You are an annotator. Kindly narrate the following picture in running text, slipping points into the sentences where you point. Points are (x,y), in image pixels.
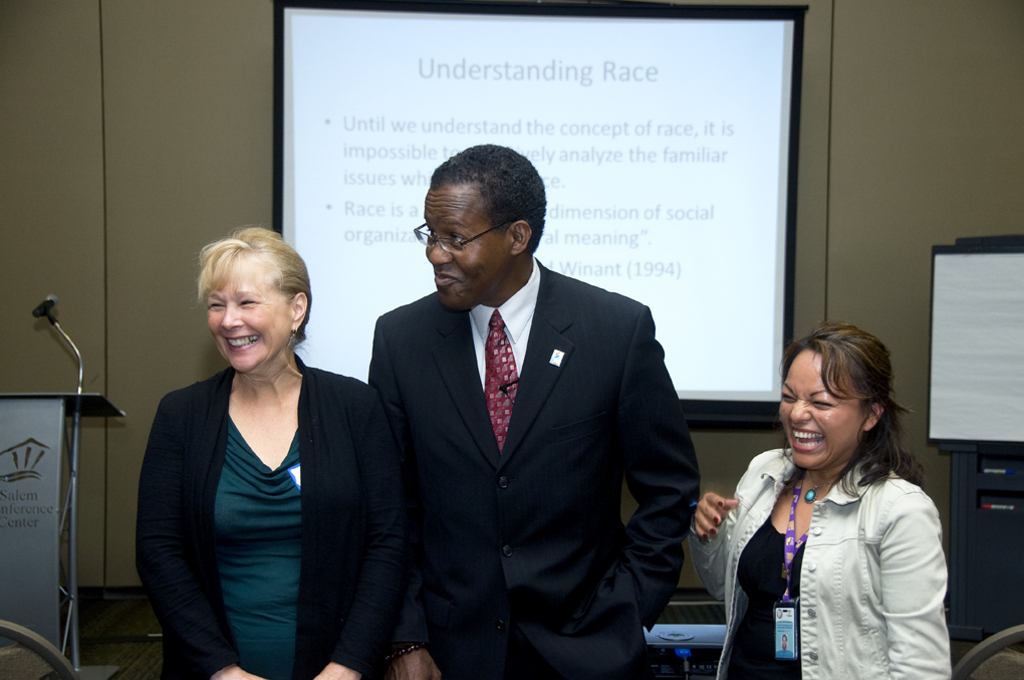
In this picture I can observe three members (528,421). All of them are smiling. Two of them are women (765,543) and one of them is a man (452,399). In the background (500,110) I can observe projector display screen (576,151) and wall (169,128).
